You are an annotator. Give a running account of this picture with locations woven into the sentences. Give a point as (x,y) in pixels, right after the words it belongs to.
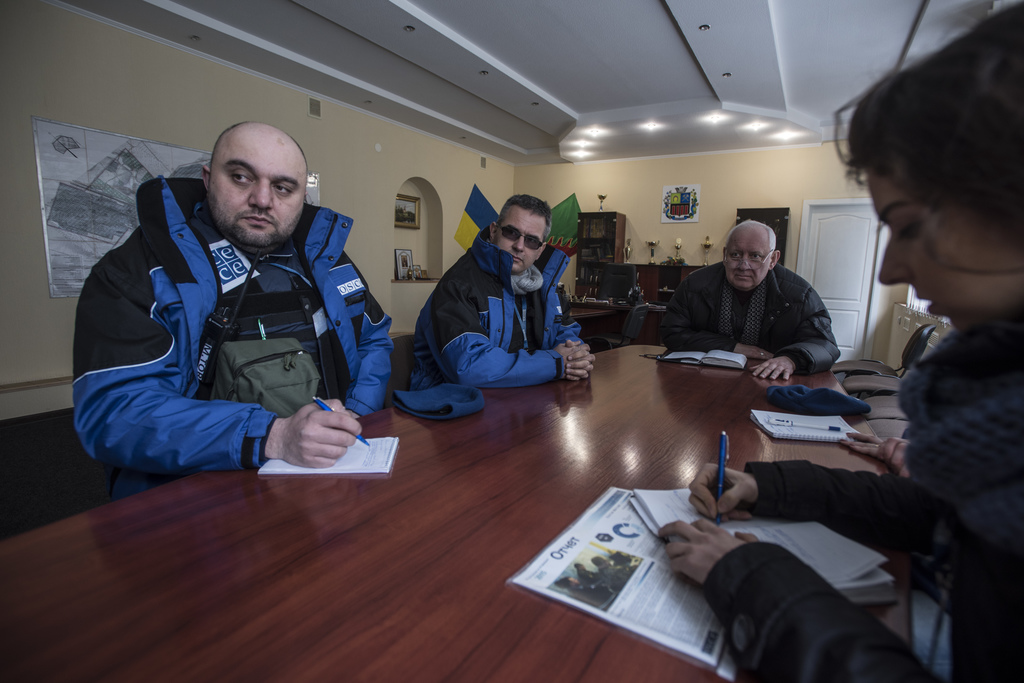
In the image I can see some people (967,176) sitting on the chairs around the table (542,607) on which there are some books (335,469), papers (605,517) and behind there are some cupboards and also I can see some frames (672,190) and some other things (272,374).
